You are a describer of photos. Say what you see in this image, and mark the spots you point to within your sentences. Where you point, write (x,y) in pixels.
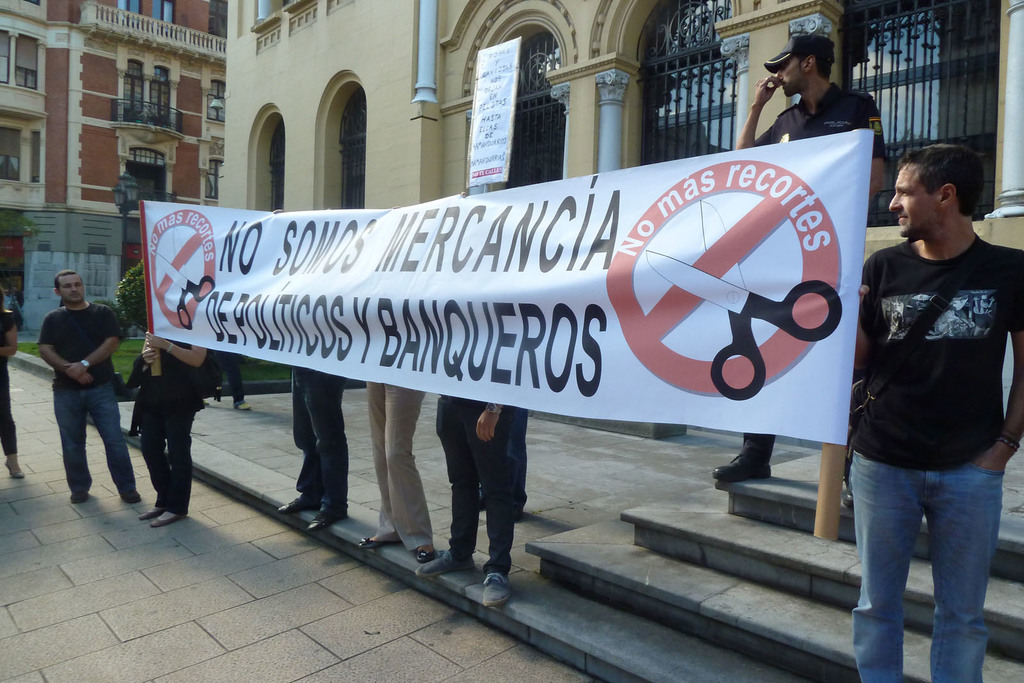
In this image there are few persons (448,438) standing on the floor (327,545). Three persons (327,448) are standing behind the banner (301,346). Two persons (930,482) are holding the banner (768,316). Right side (761,456) there is a person (850,115) wearing a cap (815,46) is standing on the stairs (758,553). Left side (76,385) two persons (67,395) are standing on the floor (77,550). Behind them there are few plants (135,329) in the grassland (135,361). There is a street light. Background (9,139) there are few buildings (398,109). Middle of the image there is a board (481,93).
